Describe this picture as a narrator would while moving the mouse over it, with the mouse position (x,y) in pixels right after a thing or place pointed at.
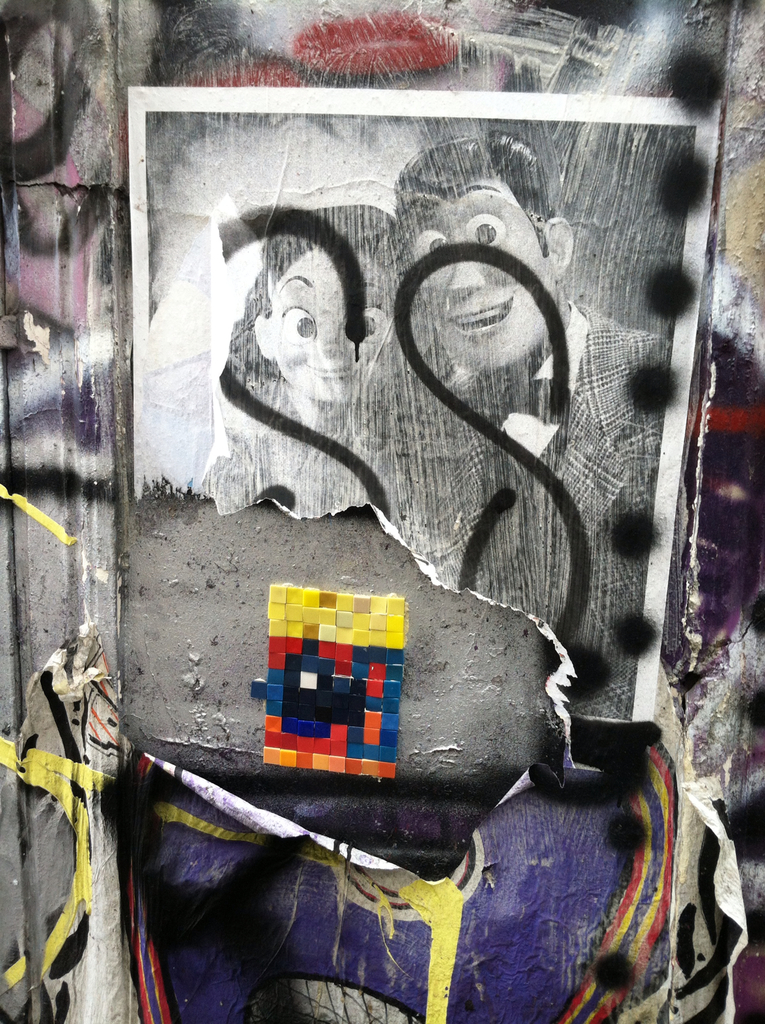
In this picture, we see the poster (401,365) in black and white is pasted on the wall (322,781). This picture contains a wall graffiti (71,353). In the middle of the picture (377,624), we see the small blocks (378,695) in red, orange, blue, yellow and black color.
